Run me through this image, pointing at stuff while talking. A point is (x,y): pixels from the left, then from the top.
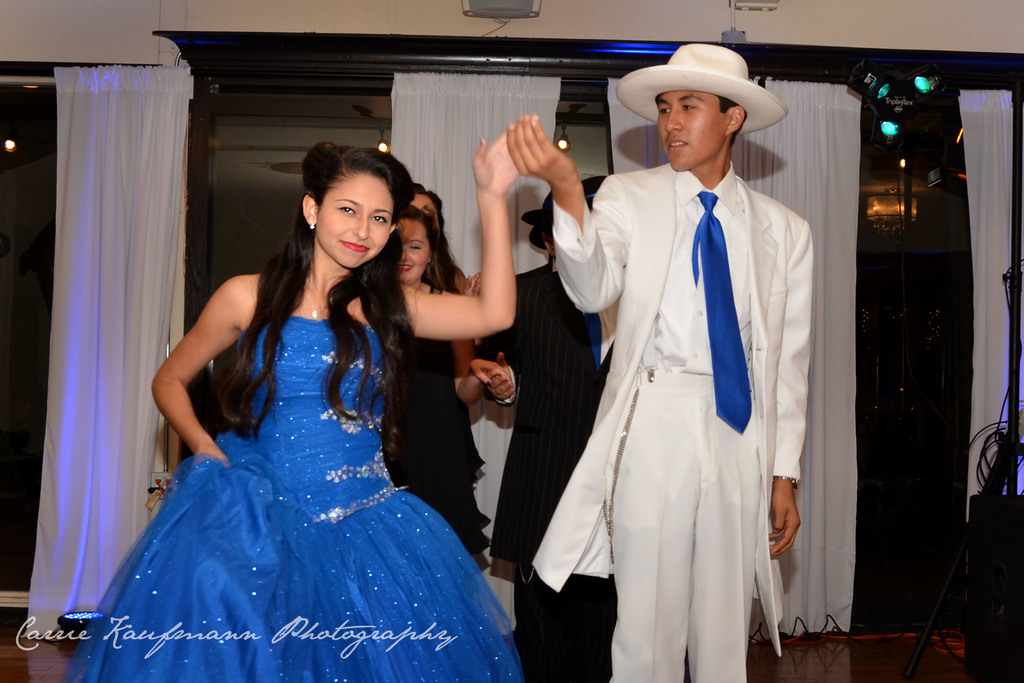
This image is clicked inside a room (213,415). There are curtains (967,139) in the middle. There are some persons (440,438) in the middle (537,317). There are lights (874,95) at the top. In the front (376,473) there are two persons (584,478), one is man (600,501), another one is a woman (285,580). They are holding hands (514,166).
